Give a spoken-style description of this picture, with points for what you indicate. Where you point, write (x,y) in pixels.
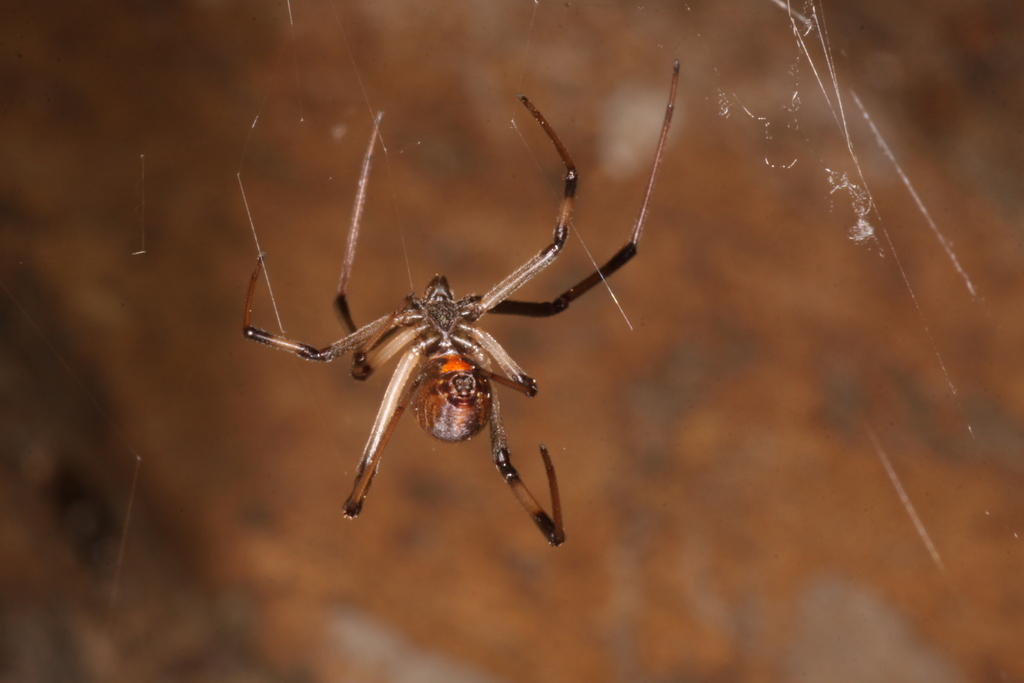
In this picture I can see a spider (548,262) and a blurry background (672,324).
